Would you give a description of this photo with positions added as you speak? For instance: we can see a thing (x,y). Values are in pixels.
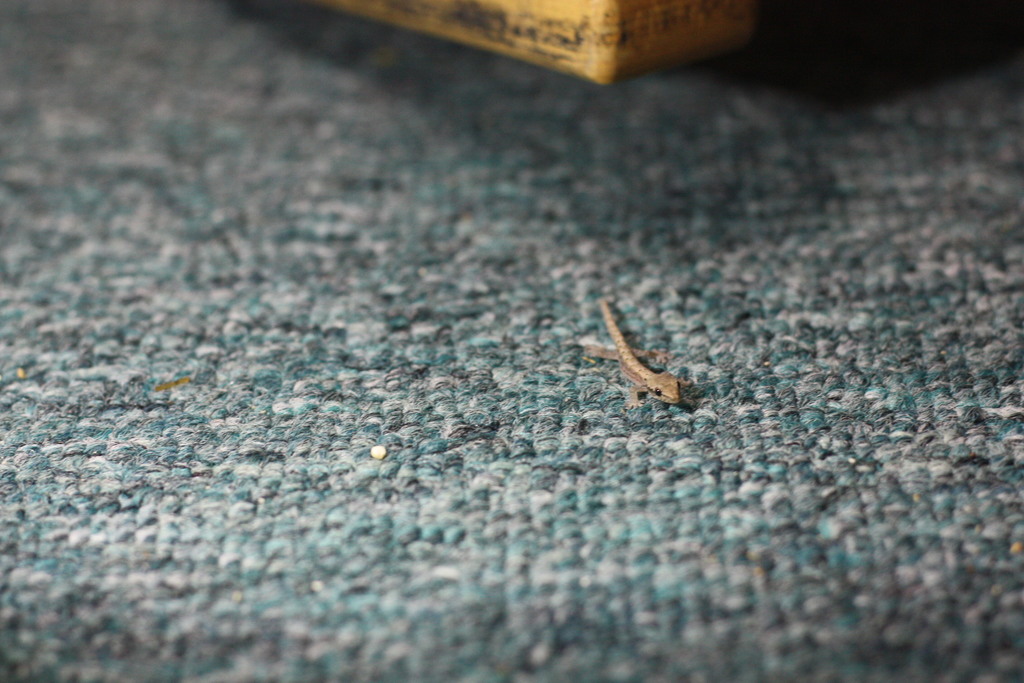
Here we can see a lizard (610,323) present on the floor (596,380).
